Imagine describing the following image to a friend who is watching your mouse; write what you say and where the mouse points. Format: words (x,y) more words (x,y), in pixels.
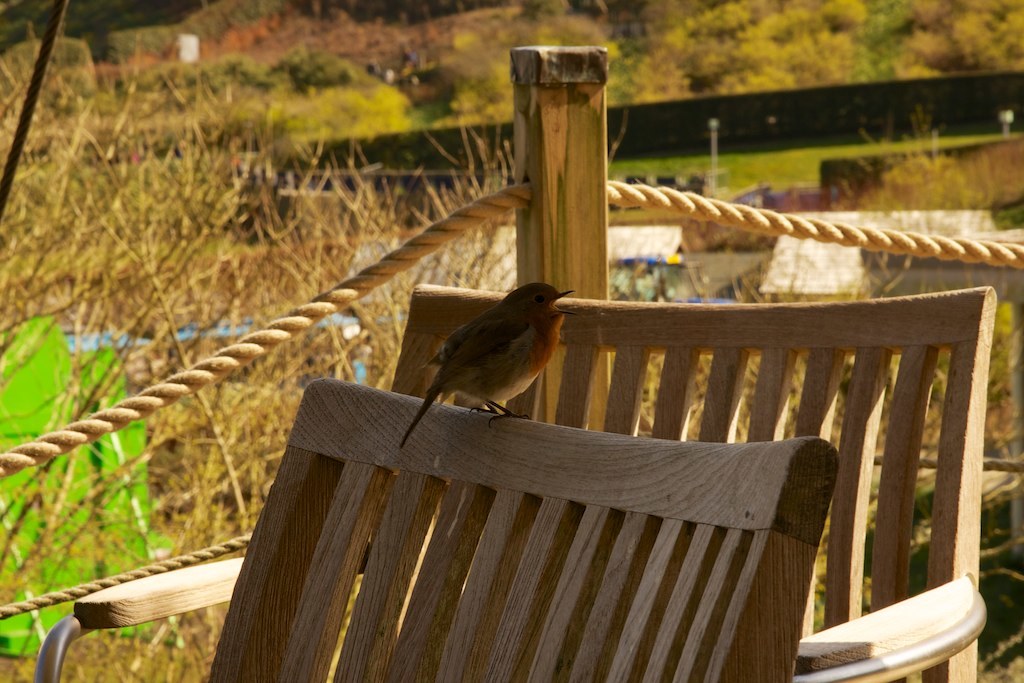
There is a chair (398,525). The bird (500,398) is above the chair (590,451). We can see in background (238,236) trees (234,266), wooden stick (533,58) and rope (321,310).
